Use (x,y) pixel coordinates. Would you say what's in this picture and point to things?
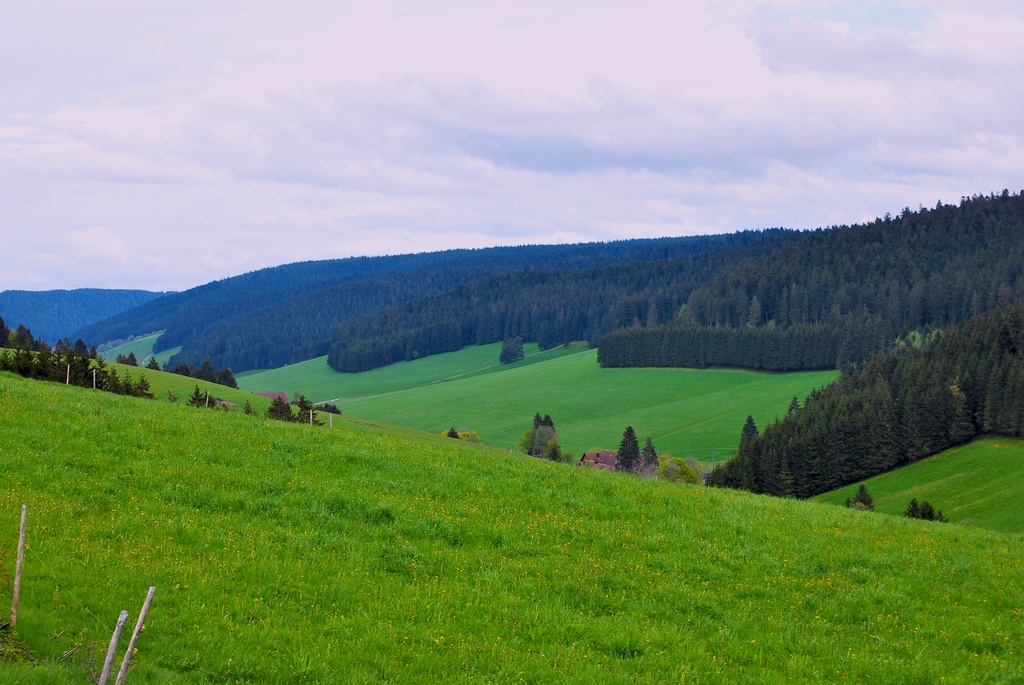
There is a grassy land (284,544) at the bottom of this image (567,544). We can see trees (112,293) in the middle of this image (367,311) and the sky (365,197) is in the background (478,186).
